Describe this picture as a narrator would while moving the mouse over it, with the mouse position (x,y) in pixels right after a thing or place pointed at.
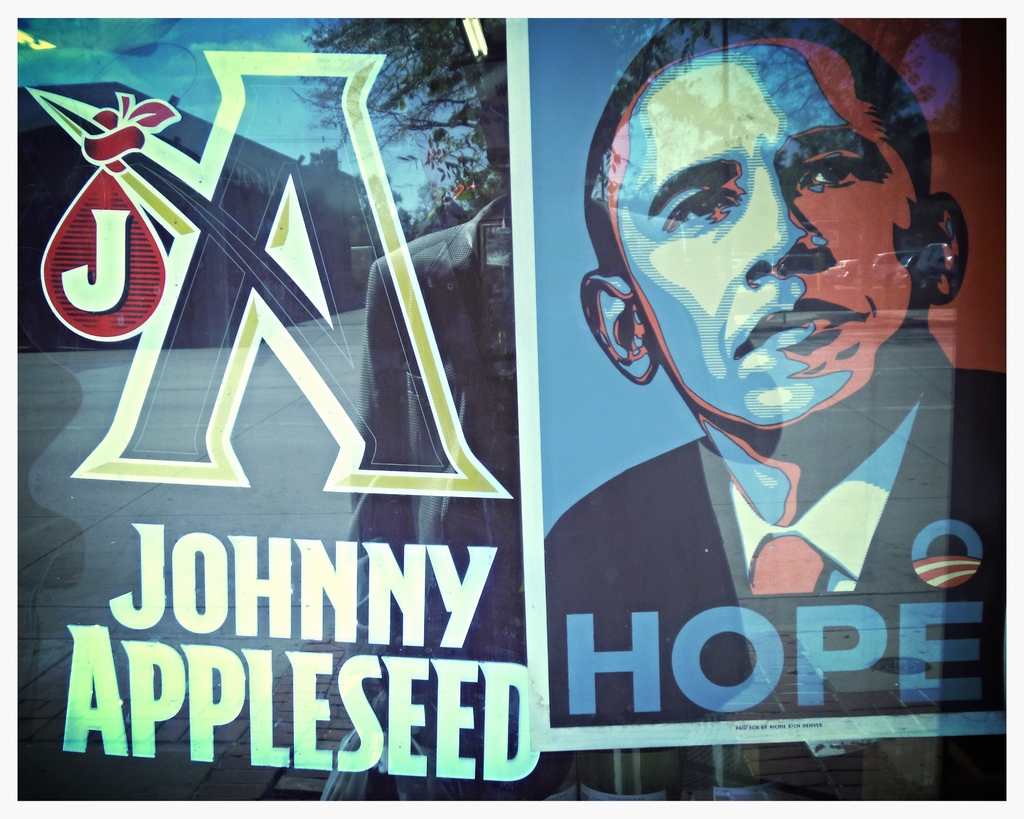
In this picture we can see a poster (643,548) and some text (437,401) on the glass (648,528) and in the background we can see a shed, trees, person (465,301), ground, sky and some objects (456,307).
